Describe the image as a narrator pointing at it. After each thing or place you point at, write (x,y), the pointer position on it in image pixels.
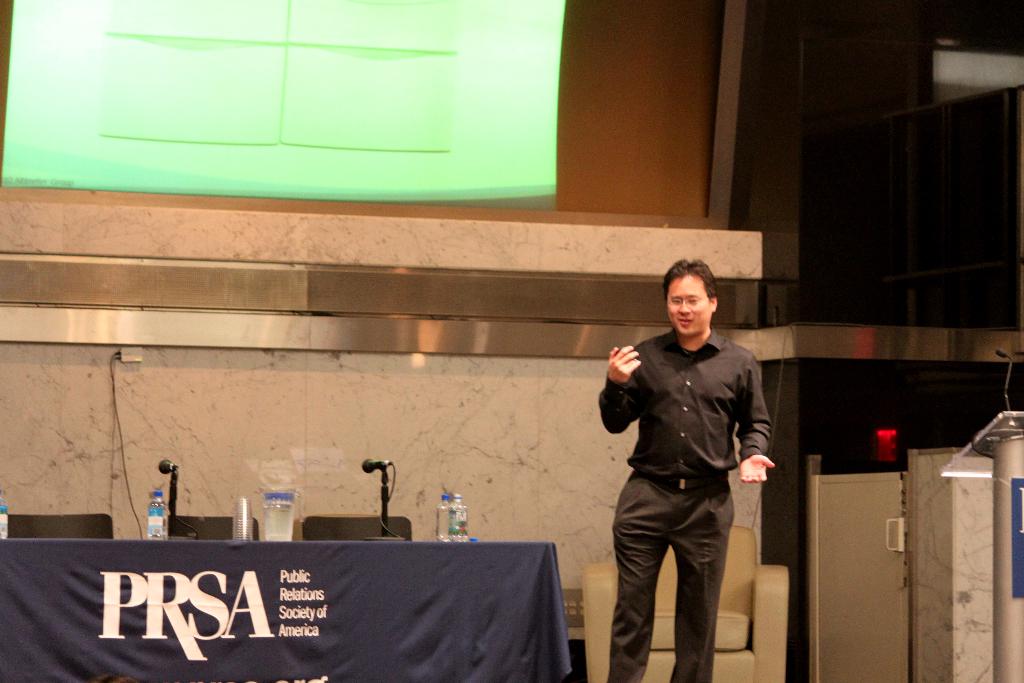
In this image there is a man (688,419) standing and talking, there is a table (221,570), there is a cloth (320,580) on the table (304,589), there is text (258,613) on the cloth (231,610), there are objects (383,478) on the table (248,548), there are stands (384,507), there are microphones (381,465), there are bottles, there is a wire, there is a sofa (741,576) towards the bottom of the image (741,561), there is a podium (1008,571) towards the right of the image (1003,539), there is screen (397,75) towards the top of the image (324,80), at the background of the image (709,234) there is the wall (723,317), there is a light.
